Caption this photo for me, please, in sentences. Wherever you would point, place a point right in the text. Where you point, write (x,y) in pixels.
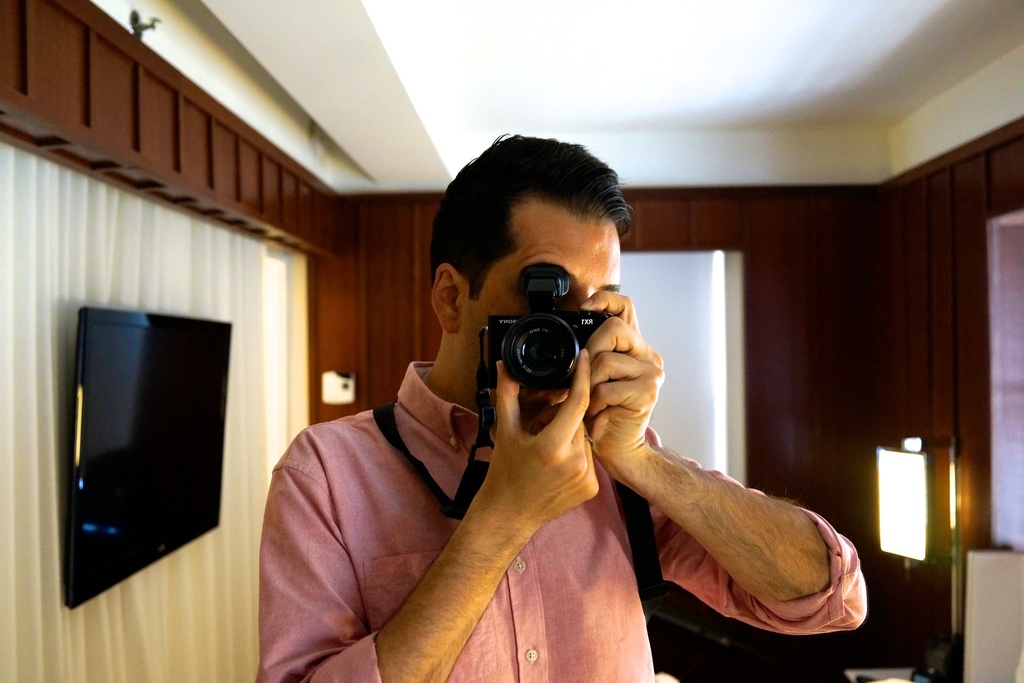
In this picture a man (633,360) is holding camera (573,322) with his both hands (627,417). In the back (215,447) drop there is a television (87,357), there is a curtain (213,258) and there is a lamp (917,524).
